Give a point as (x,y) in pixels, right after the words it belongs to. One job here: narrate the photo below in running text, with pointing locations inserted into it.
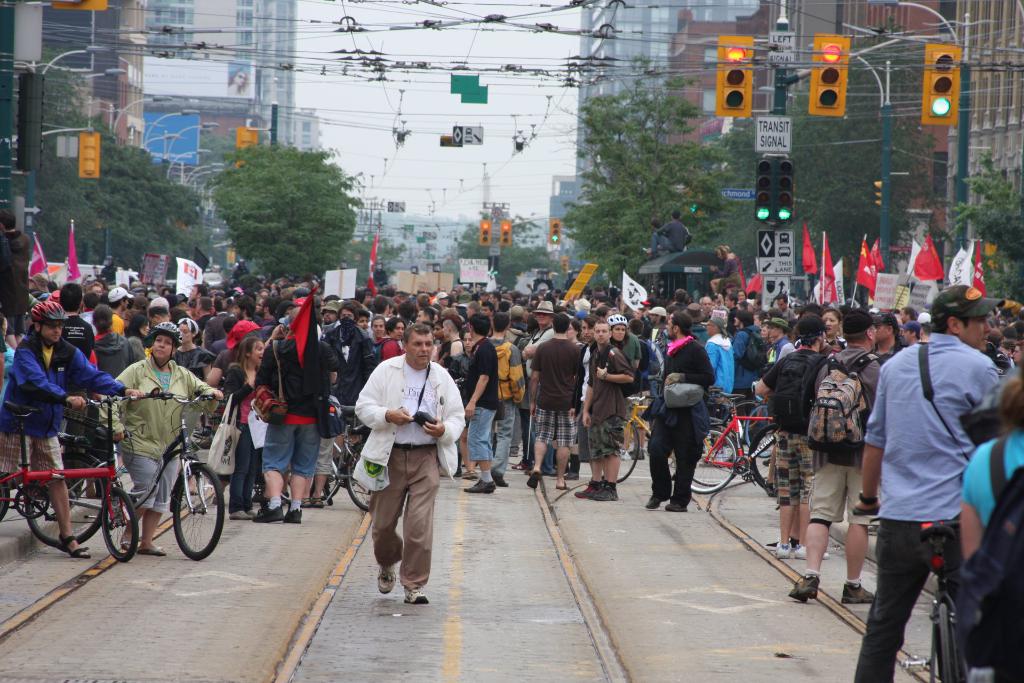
This picture shows many people (663,304) standing and a person (451,384) walking and we see couple of bicycles (11,475) and a few buildings (715,11) around and trees (176,188) and traffic lights (749,70).
